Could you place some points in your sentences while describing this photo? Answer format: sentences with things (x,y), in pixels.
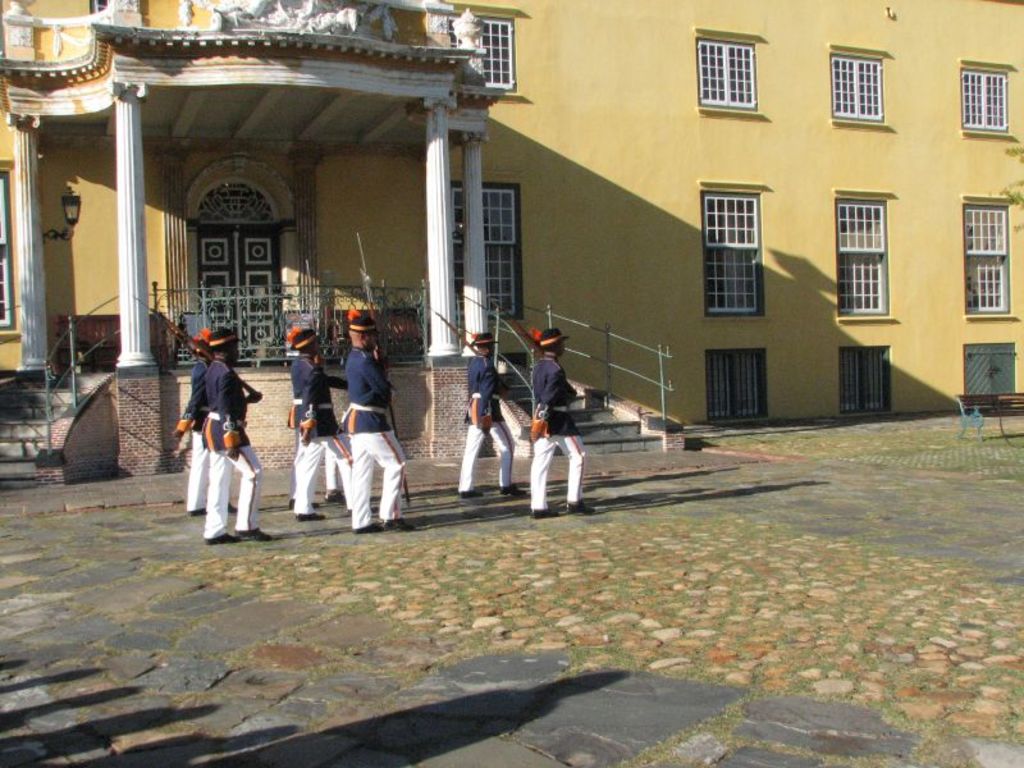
In this image we can see these people (342,500) wearing uniforms (206,516), hats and shoes (321,518) are holding weapons (519,330) in their hands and walking on the road (502,534). In the background (736,128), we can see the building (318,65), stairs (42,449), pillars (24,232), windows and the wooden bench (1004,407) here.
